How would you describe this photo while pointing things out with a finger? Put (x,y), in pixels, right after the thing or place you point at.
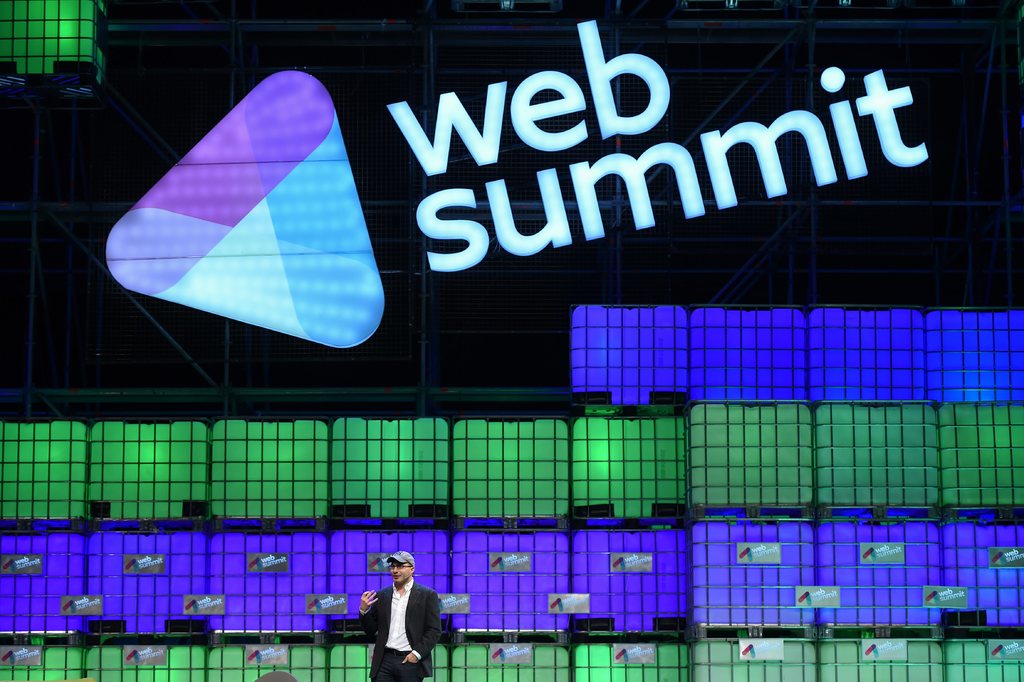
In this picture we can see a person (425,661), he is wearing a cap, at the back of him we can see posters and some objects (724,352) and in the background (820,179) we can see a name board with a symbol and some text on it.
